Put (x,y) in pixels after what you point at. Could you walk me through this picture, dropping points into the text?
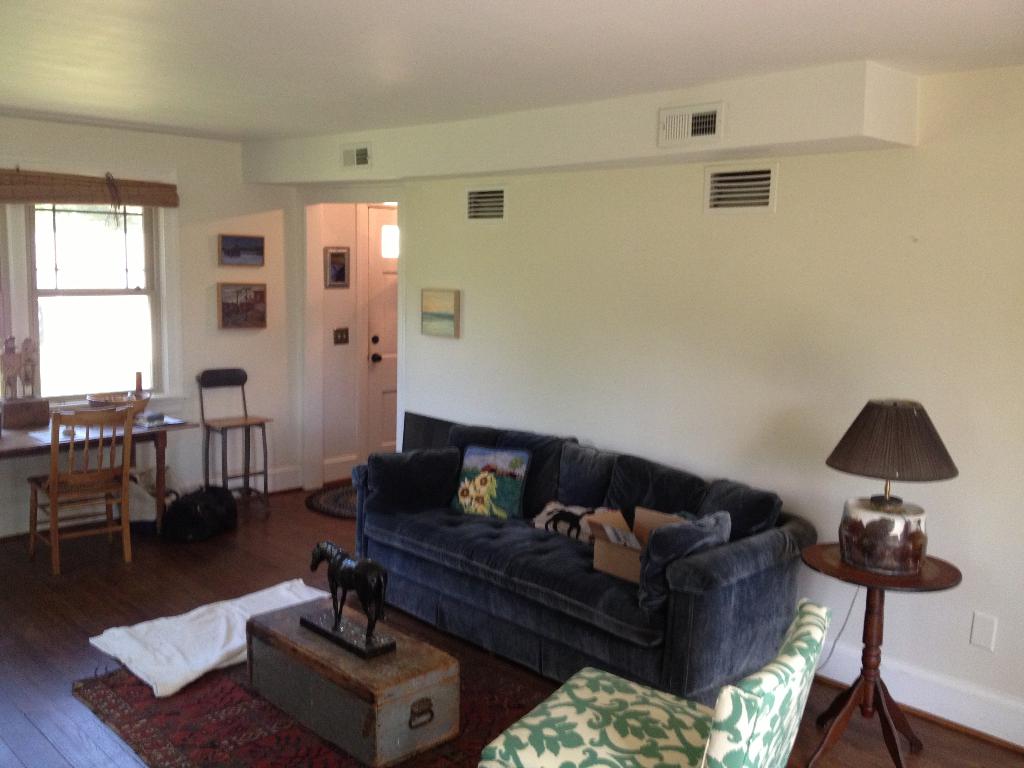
In a room (412,641) there is a sofa (752,539) dining table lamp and horse sculpture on table (420,729).
